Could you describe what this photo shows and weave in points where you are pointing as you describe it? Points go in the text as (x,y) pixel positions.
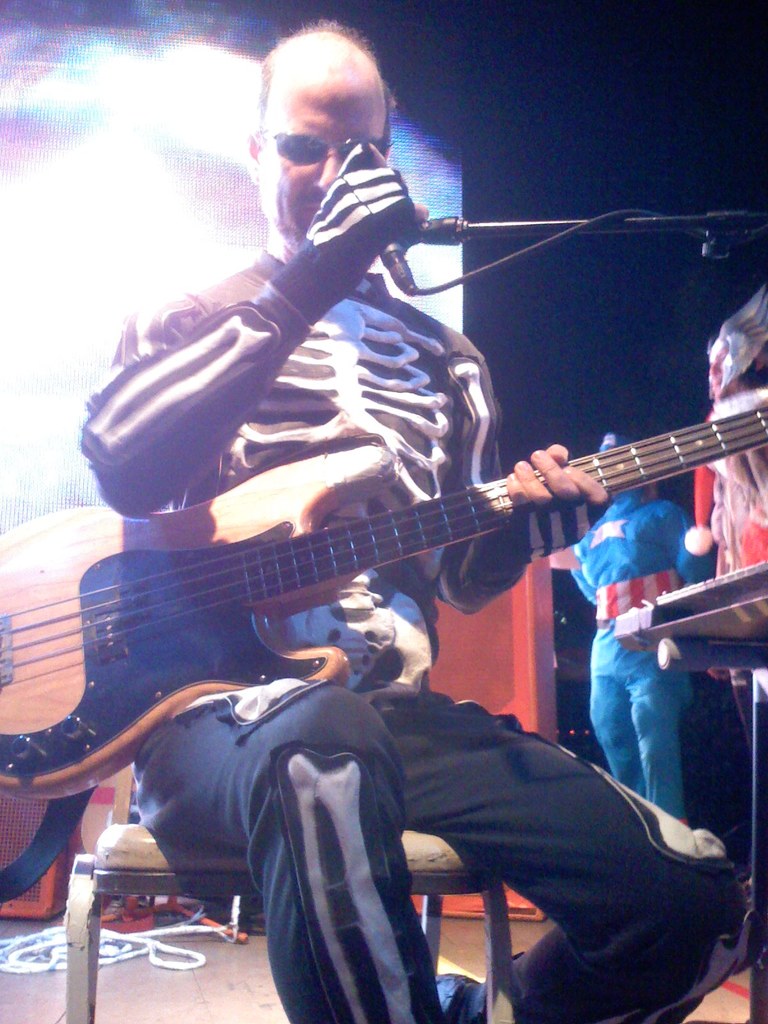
In this picture we can see a man (337,159) who is sitting on the chair (119,844). He is playing guitar (214,657) and holding a mike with his hand (359,147). On the background (135,70) there is a screen (112,138). And this is the floor (28,990).
